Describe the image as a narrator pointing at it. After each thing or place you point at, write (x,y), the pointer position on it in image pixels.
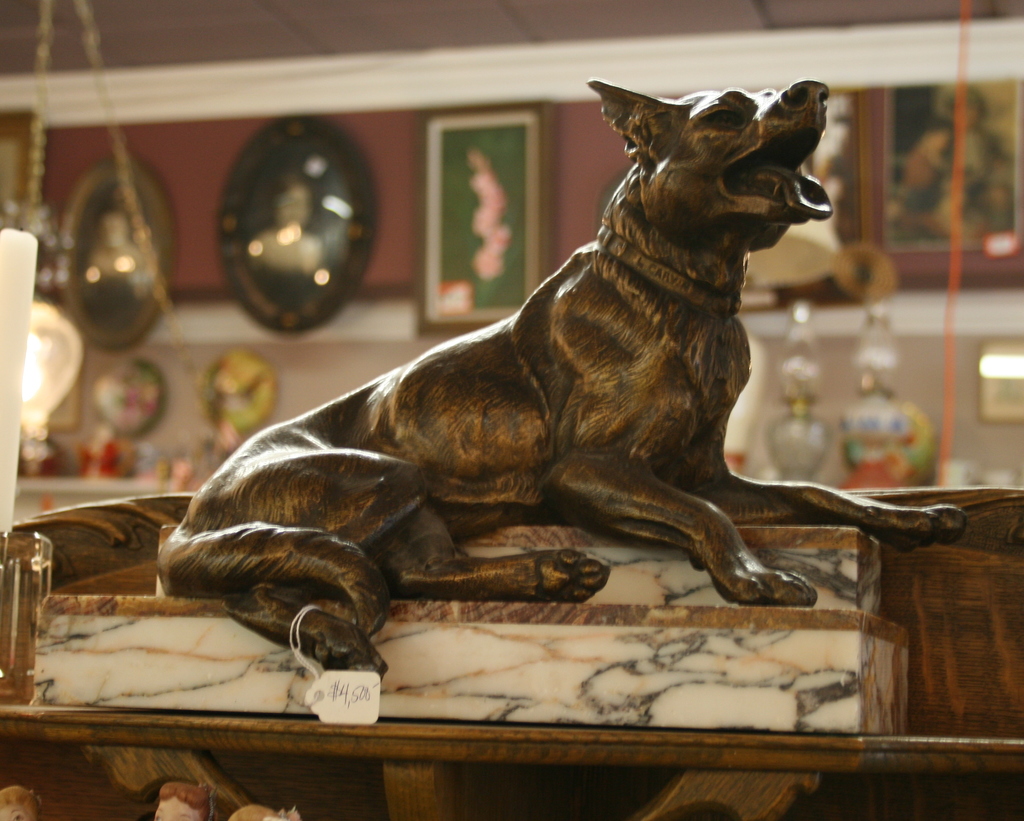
In this image in the front (526,439) there is a statue (616,397). In the background (337,212) there are frames (433,211) on the wall (214,222) and there are objects (800,396) in front of the wall (763,400) and there are lights (28,375). In the front (11,806) there are toys (24,801).
